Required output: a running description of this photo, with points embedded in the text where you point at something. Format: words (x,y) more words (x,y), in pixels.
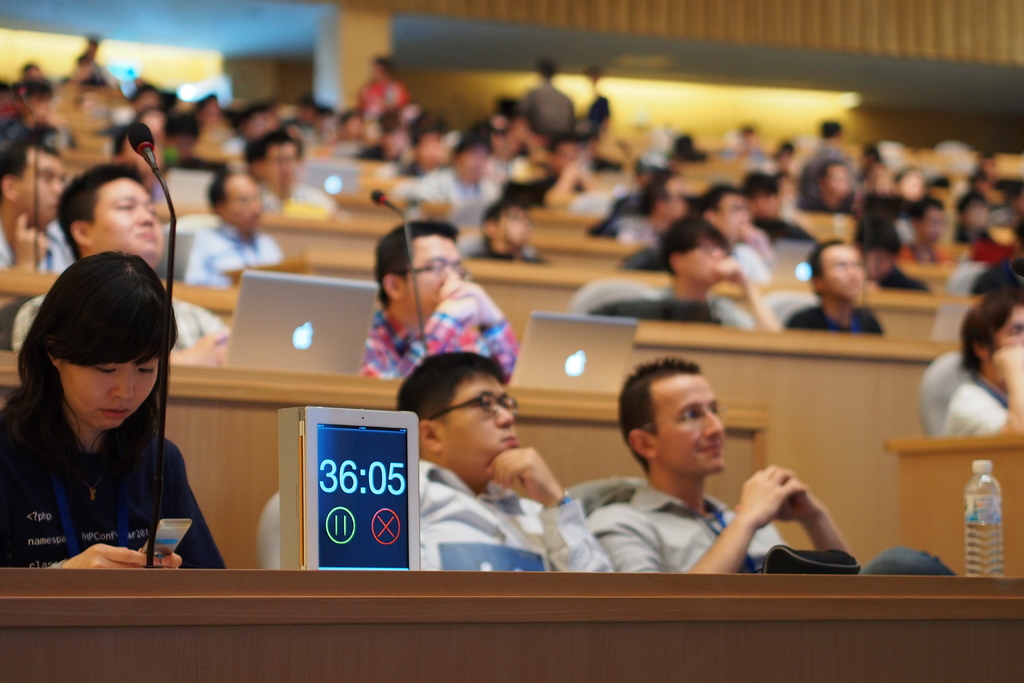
In this image there are group of people (433,416) sitting and standing, there are laptops (614,372) and mikes (165,382) on the tables (204,463), there is a digital clock (361,469) and a water bottle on the table (962,646).
